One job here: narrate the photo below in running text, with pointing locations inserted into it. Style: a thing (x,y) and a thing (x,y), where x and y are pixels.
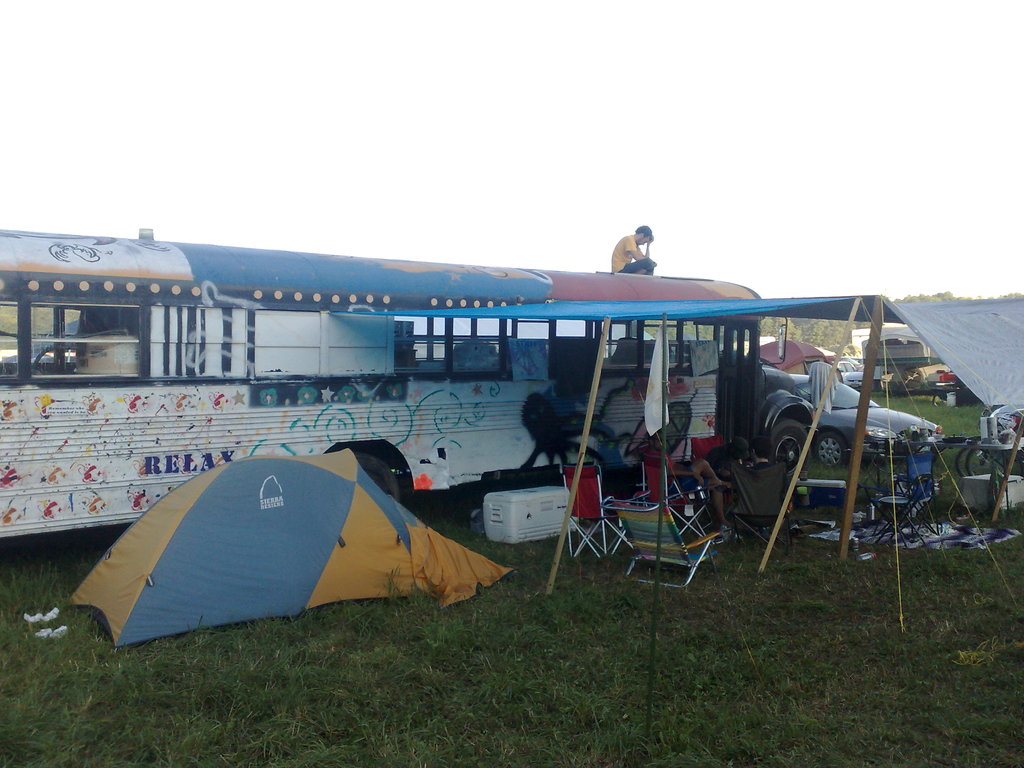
In the image we can see there is a bus (620,403) and a car (846,407) is parked on the ground (695,653) and the ground (726,598) is covered with grass (661,658). There is a tent (193,569) kept on the ground (708,661) and there are chairs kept on the ground (728,626). There is a man (634,267) sitting on the top of the bus (593,294).
